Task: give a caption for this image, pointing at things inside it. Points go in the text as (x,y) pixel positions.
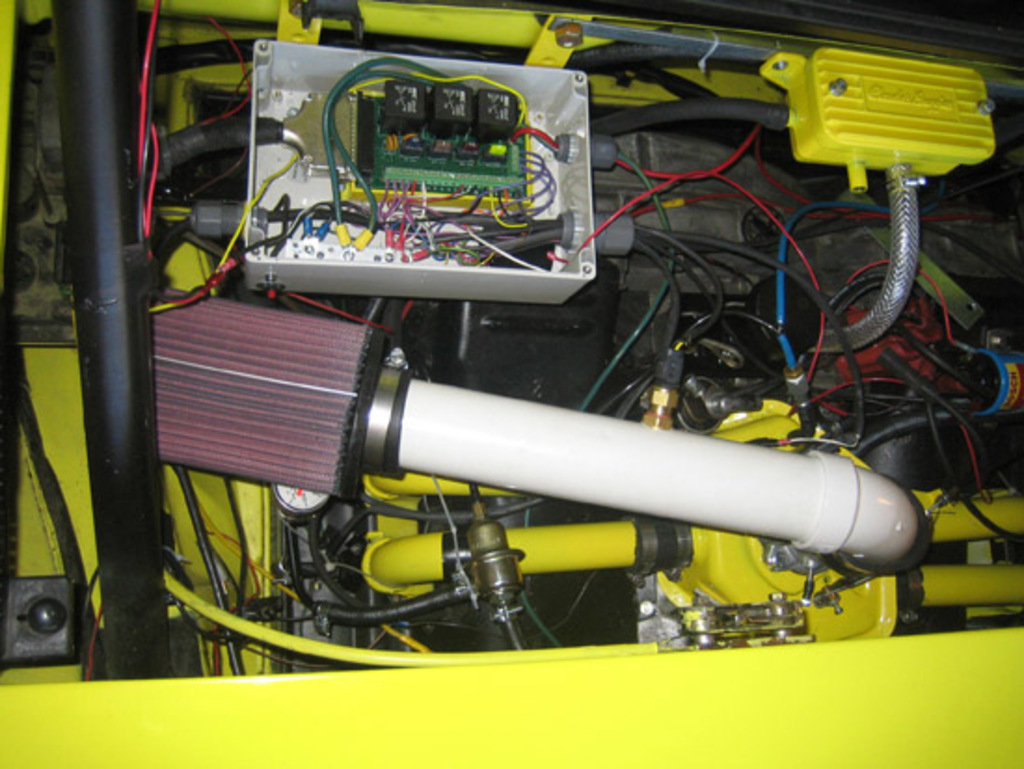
This is a zoomed in picture. In the foreground (356,721) there is yellow color object (706,721) seems to be the vehicle (748,59). In the center (545,261) we can see the cables (814,207) and many other internal parts (609,273) of the vehicle (773,269).
